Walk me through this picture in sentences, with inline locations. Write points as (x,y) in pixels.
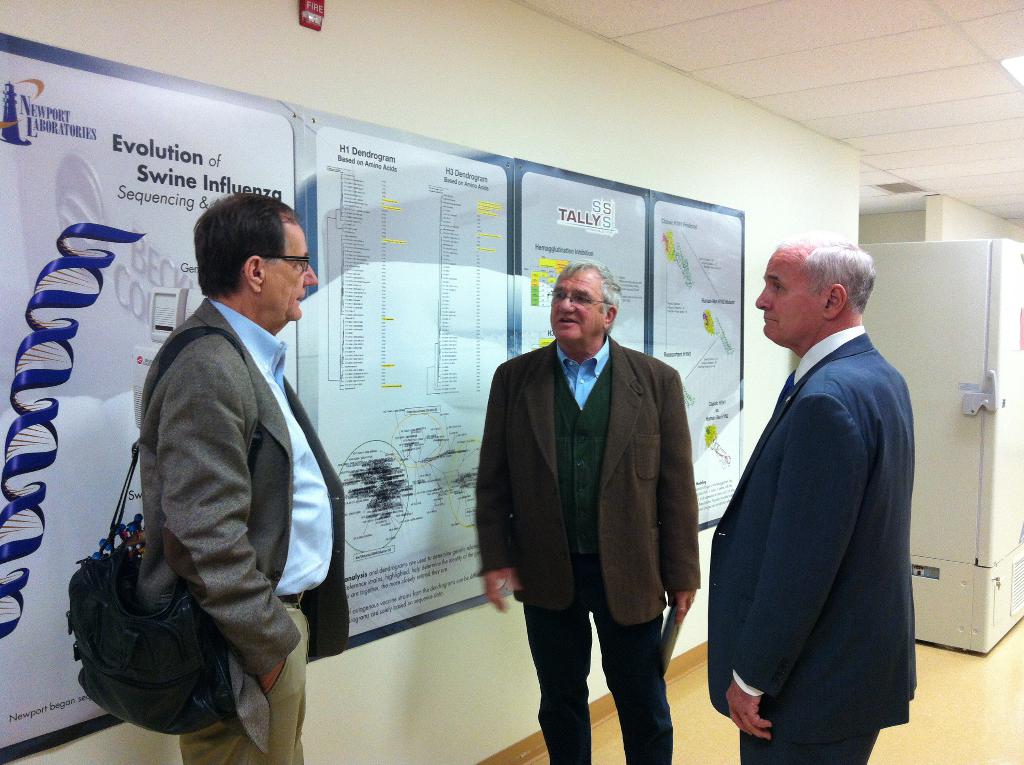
In this image I can see there are three persons (888,619) standing on the floor (975,712) and in the background (601,121) I can see the wall (724,155) and notice papers (711,247) attached to the wall (749,247).
